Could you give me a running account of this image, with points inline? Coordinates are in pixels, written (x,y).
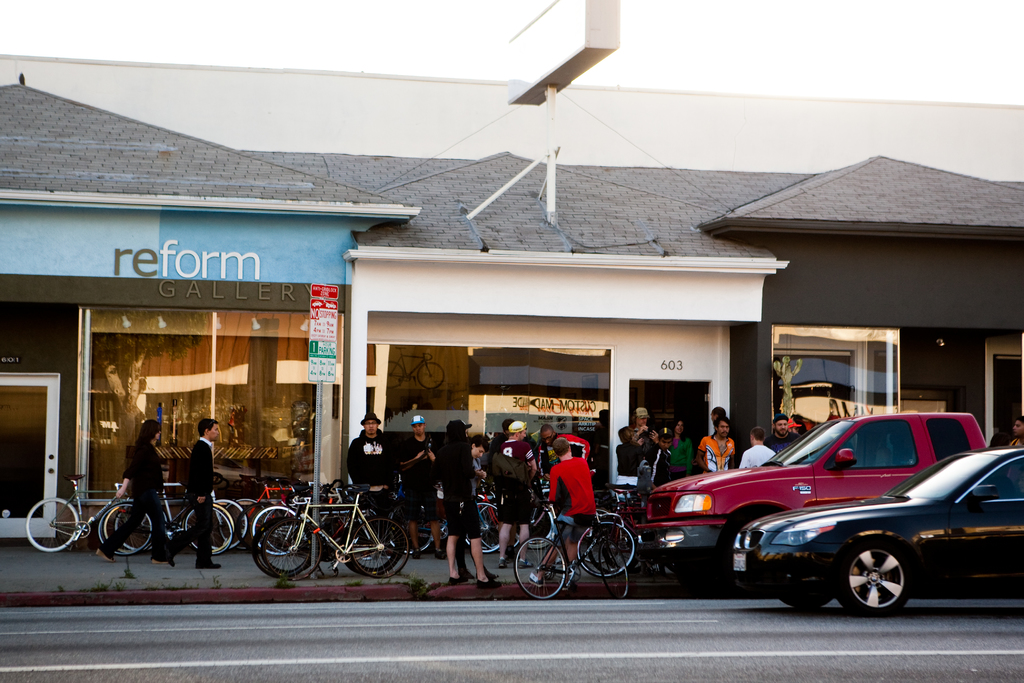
In this image we can see cars (772,570) on the road (560,653). In the middle of the image (645,450), we can see people (407,496) and bicycles (375,524) on the pavement (228,583). Behind the people (159,539), we can see a building (374,335). At the top of the image (372,17), we can see the sky (779,29). There is a board (311,364) and a pole (317,387) on the pavement (317,573).
